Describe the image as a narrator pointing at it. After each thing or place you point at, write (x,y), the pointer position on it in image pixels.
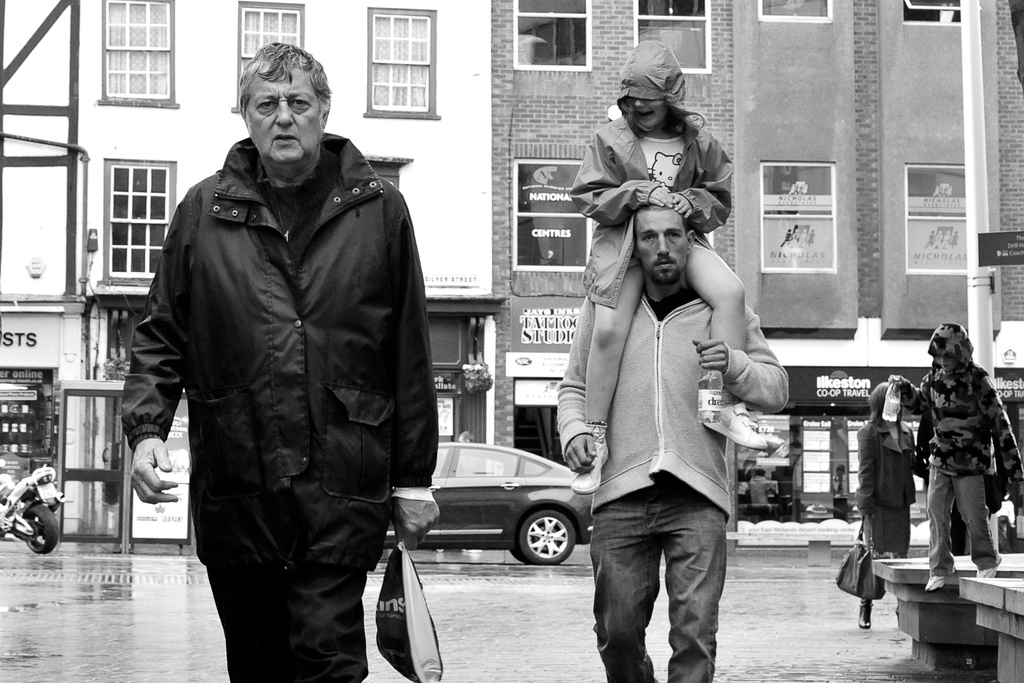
In this image there are group of people (672,667) standing, a person (601,268) sitting on another person (663,285), vehicles (523,465) on the road (147,674), buildings (88,9), pole (987,365).
